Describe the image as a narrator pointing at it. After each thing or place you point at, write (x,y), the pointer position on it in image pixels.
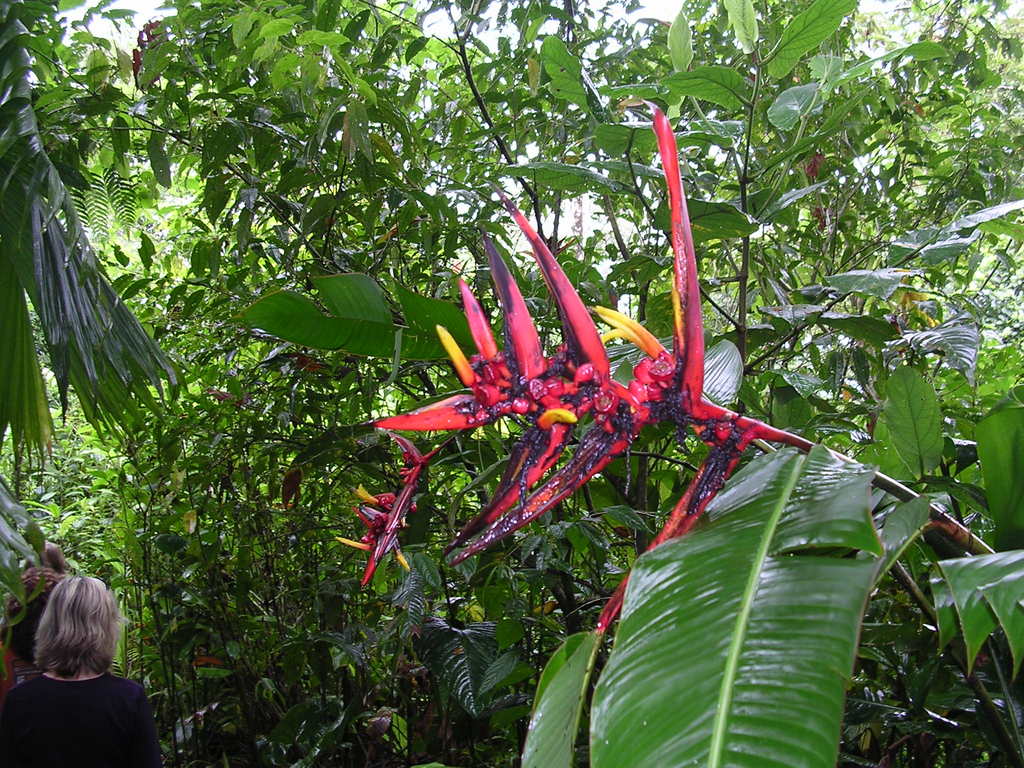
In this image we can see the trees (523,97) and also the plants (240,667). On the left (79,728) we can see some persons (95,672).
